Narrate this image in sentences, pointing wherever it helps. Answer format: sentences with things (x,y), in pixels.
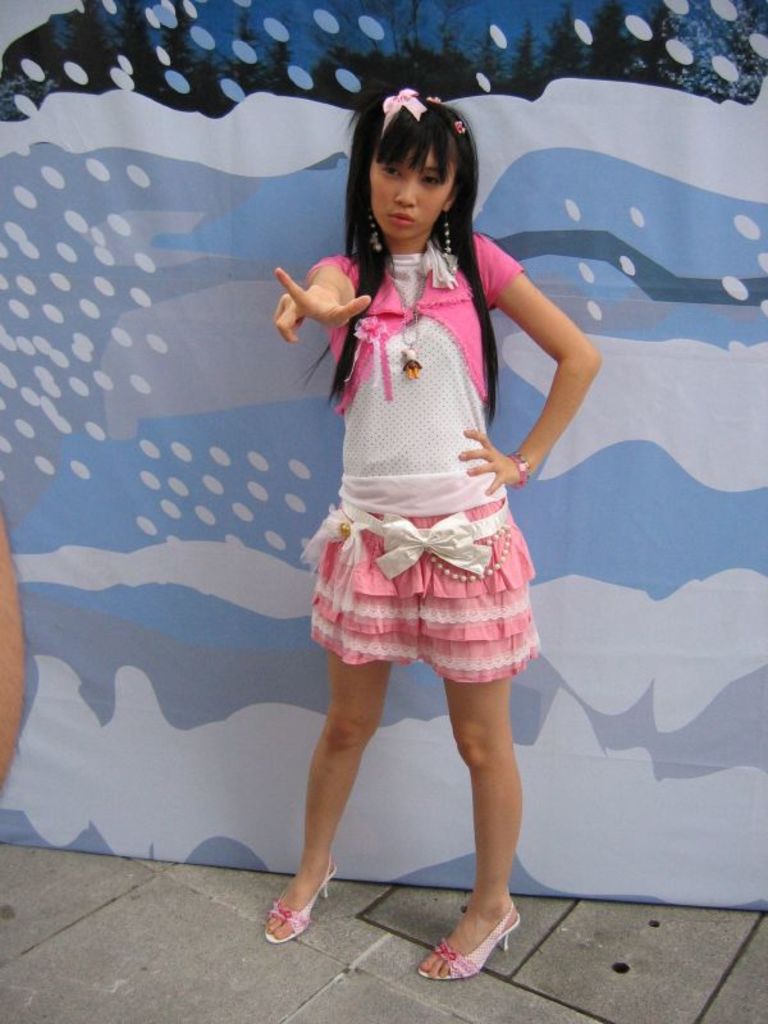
In this image we can see a woman (465,344) wearing a dress (475,677) is standing on the ground (345,973). In the background (749,840), we can see a wall (155,181) with paintings (175,545).
